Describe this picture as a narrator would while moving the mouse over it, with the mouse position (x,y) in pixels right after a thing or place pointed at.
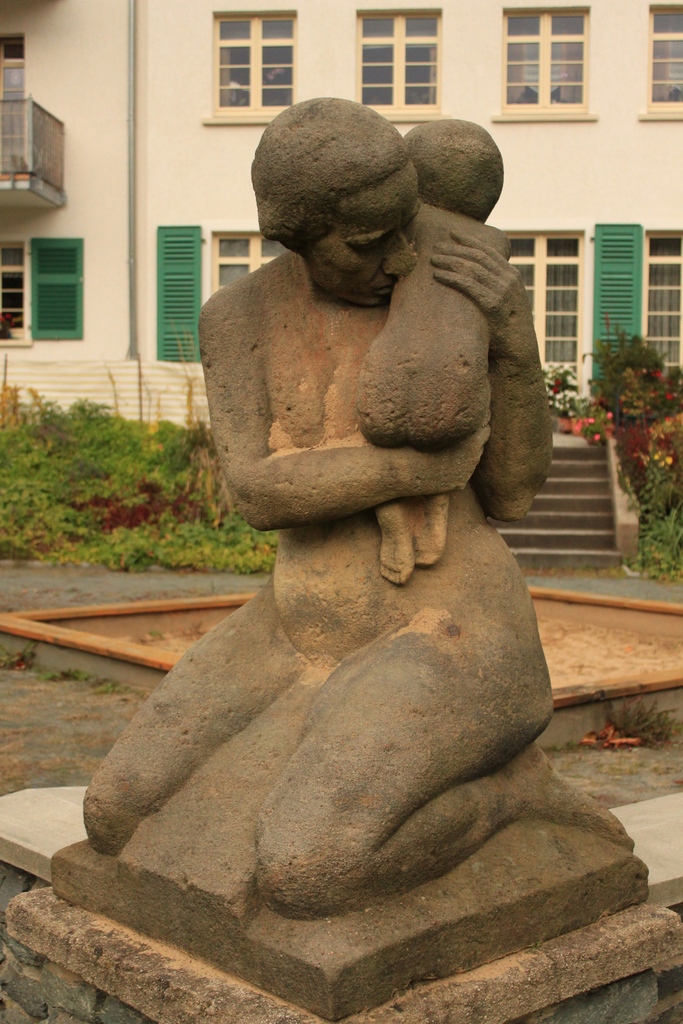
In the image there is a sculpture (457,427) and behind the sculpture (245,423) there are few plants (149,458) and in the background (70,128) there is a building (628,291).
